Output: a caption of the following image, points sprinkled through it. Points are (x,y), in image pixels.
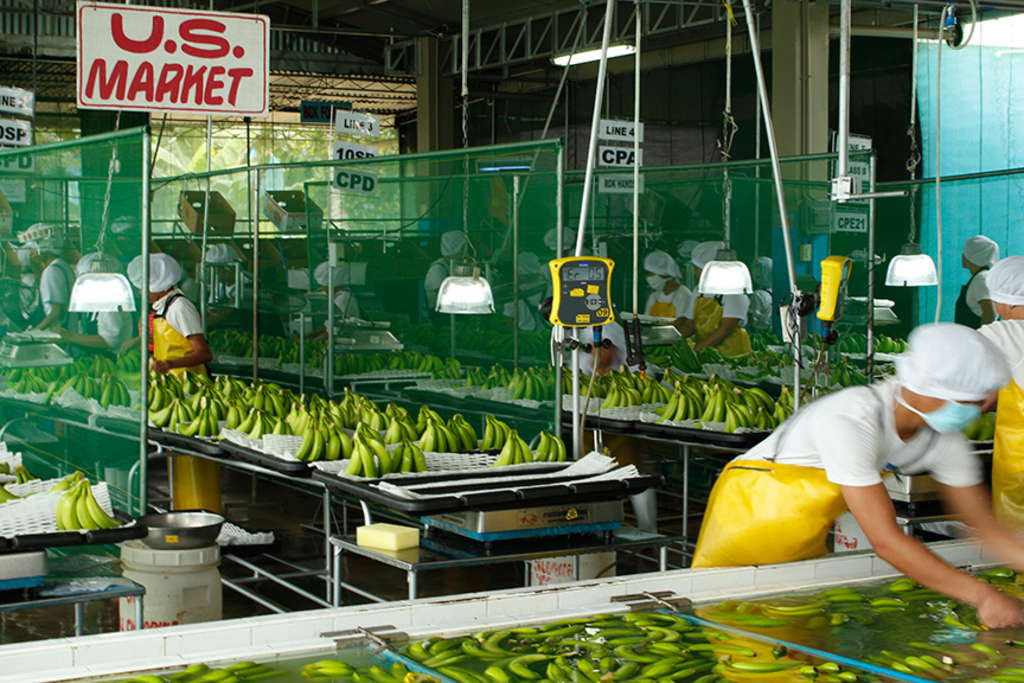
In this picture, we can see a few people (162,317), and bananas (229,389) on the plate (374,479), and we can see some bananas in the water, and we can see some containers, net (278,271), weighing machine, boards (252,82) with text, poles (288,166), net (216,238), and we can see tables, dusters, trees (197,158) and the ground (272,590).
